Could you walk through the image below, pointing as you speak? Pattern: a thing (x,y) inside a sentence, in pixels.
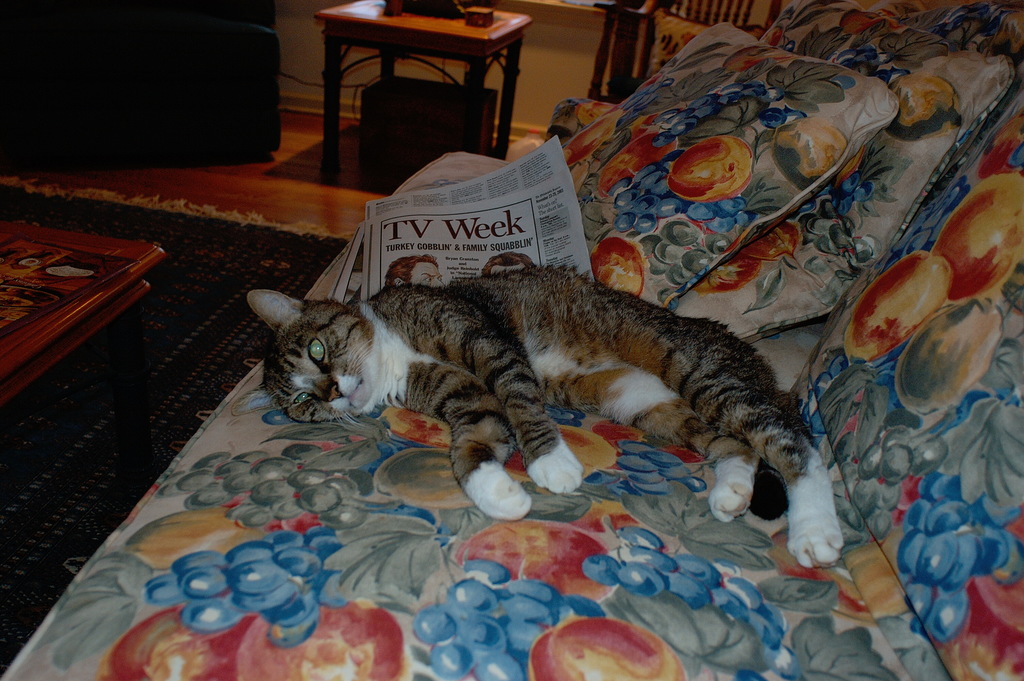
In the image there is a cat (524,372) lying on the sofa (415,649) and it seems to be a living room (409,161).
